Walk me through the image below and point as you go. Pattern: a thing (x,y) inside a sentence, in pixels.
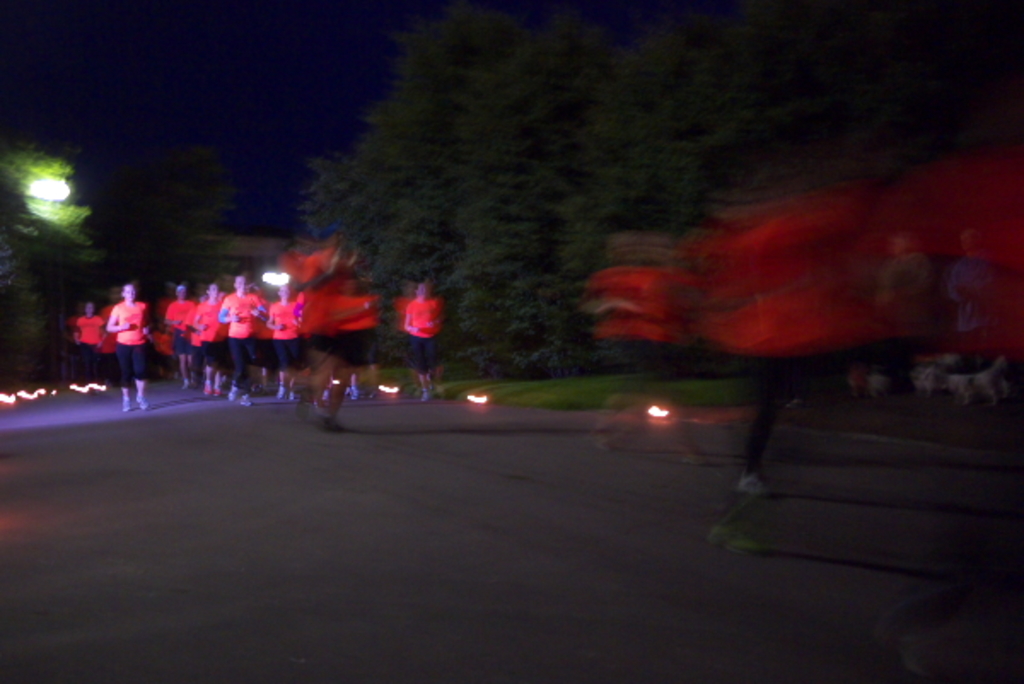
This image is slightly blurred. I can see a group of people (318,392) running on the road (362,525) and there are lights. In the background (154,267), there are trees (504,188) and the sky (270,75).
